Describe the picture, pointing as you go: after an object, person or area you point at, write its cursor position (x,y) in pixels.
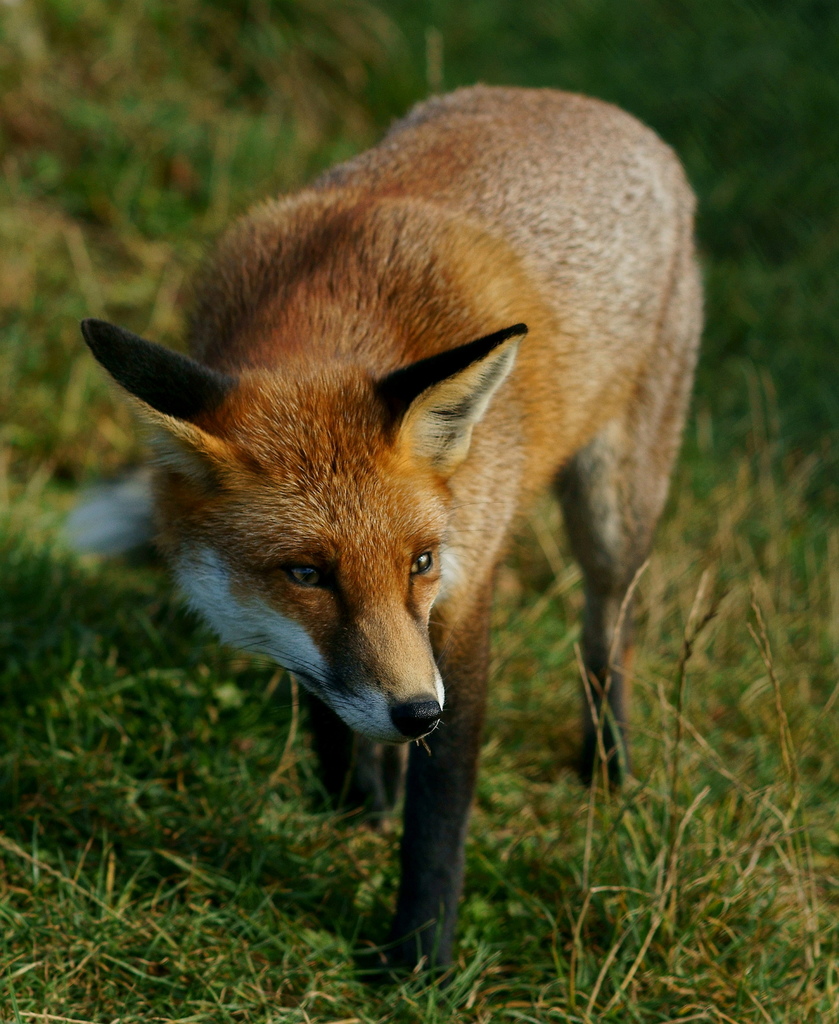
In this image I can see an animal (403,511) standing on the grass (321,840). The animal (420,524) is in black and brown color and the grass (317,878) is in green color.
